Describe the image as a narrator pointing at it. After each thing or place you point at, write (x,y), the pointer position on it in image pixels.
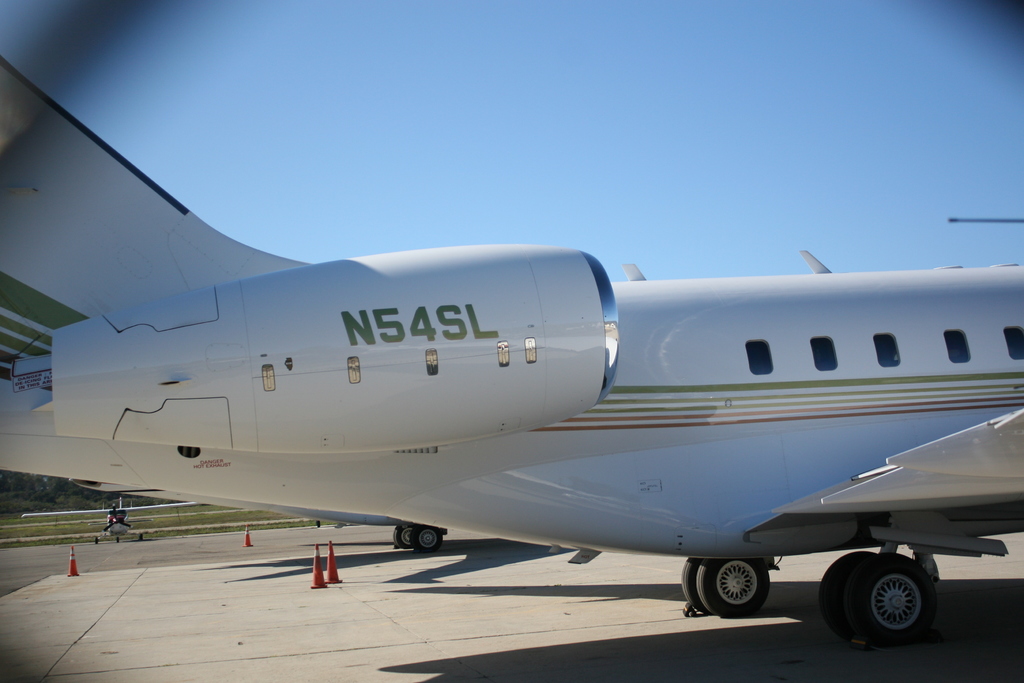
In this image I can see the aircraft's (455,525) on the road (547,651). To the side I can see the traffic cones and the grass (132,515). In the background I can see many trees (149,501) and the sky (520,220).
